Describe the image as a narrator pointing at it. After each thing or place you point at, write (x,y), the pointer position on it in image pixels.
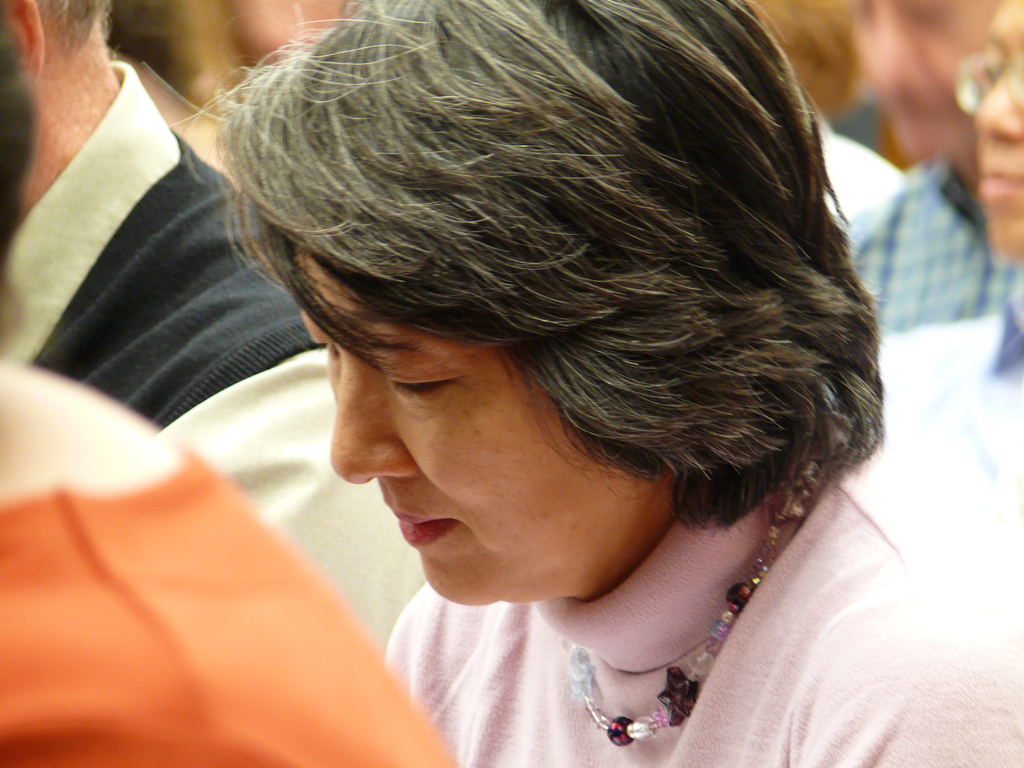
In this picture, we see the woman (695,513) is wearing the pink T-shirt (805,610). She is wearing a bead chain (671,679). In front of her, we see a person (138,459) is wearing an orange T-shirt (221,621). Beside him, we see a man (90,242) in the black jacket (177,264). Behind her, we see the people (921,233). This picture is blurred in the background (841,24).
